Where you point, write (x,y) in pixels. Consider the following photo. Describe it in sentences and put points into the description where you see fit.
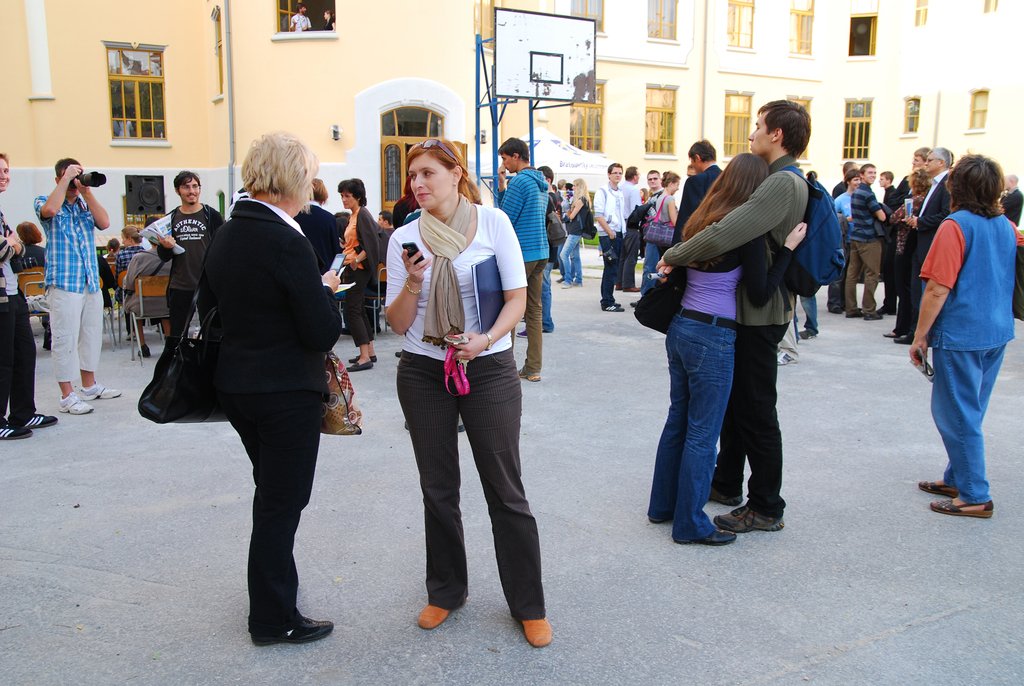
In this picture we can see a group of people (805,309) are standing on the floor (472,523), some people (108,261) are sitting on chairs (43,288), board (507,91), bags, camera (86,174), building (41,182) with windows (871,53) and some objects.
